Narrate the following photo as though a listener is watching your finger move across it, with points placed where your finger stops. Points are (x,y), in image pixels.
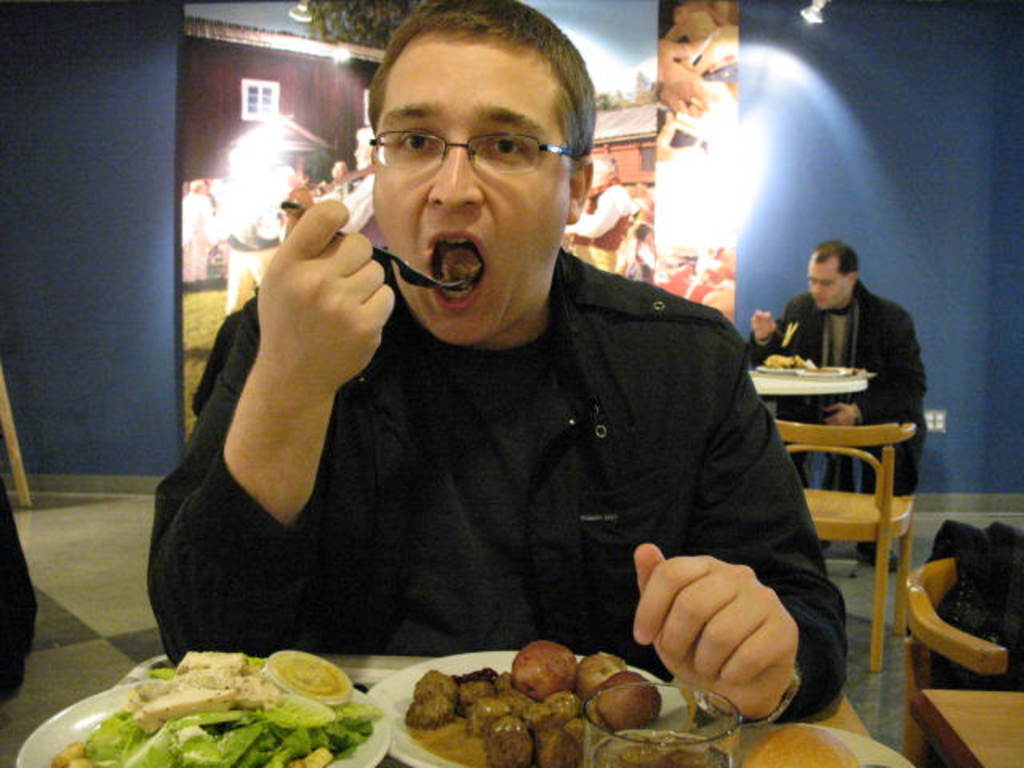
In this image we can see people (781,419) sitting. There are chairs (992,666) and tables (973,696). We can see plates (623,716), glass (650,735) and some food (327,707) placed on the tables (804,385). The man (669,479) sitting in the center (470,283) is holding a fork (400,272). In the background (805,151) there is a wall (963,282) and we can see posters (615,209). There are lights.
